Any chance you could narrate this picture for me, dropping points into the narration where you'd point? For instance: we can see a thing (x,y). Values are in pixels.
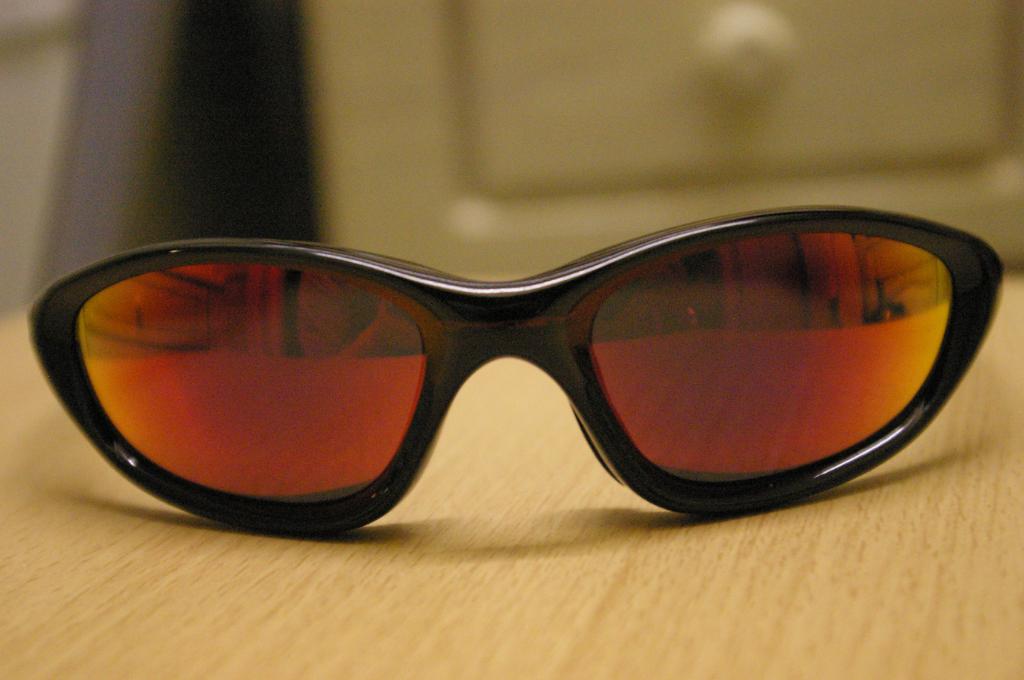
In this image we can see spectacles (456,329) on the table (542,581) with a blurry background (524,118).
